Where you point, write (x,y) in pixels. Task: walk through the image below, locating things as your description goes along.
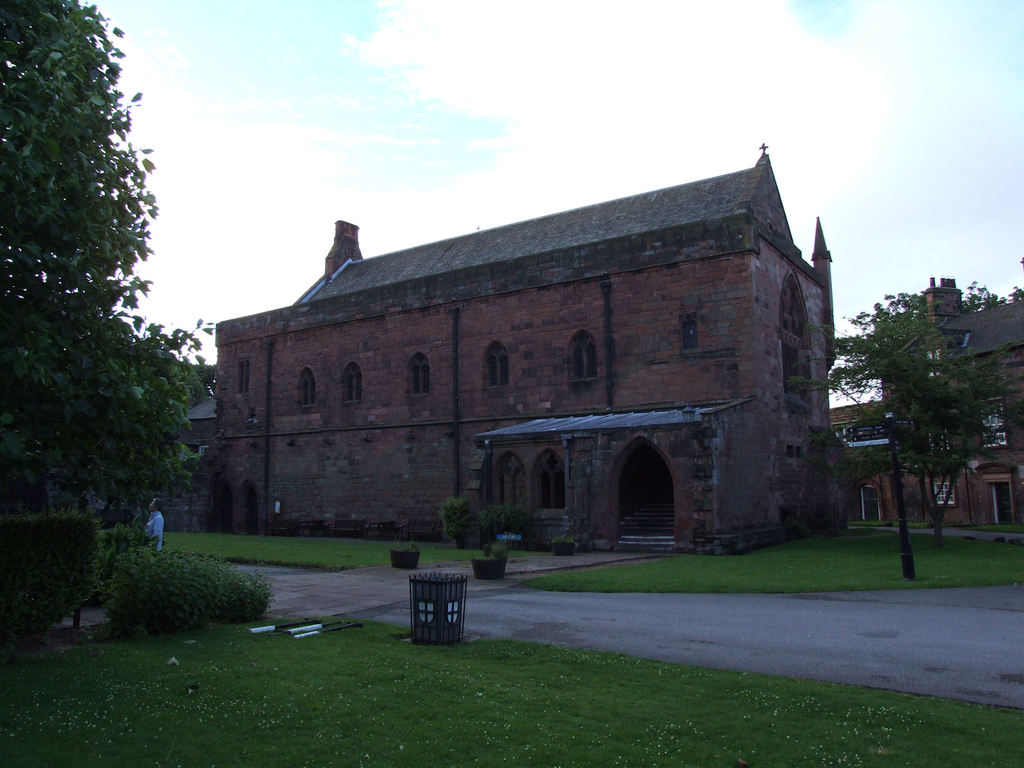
In the background (191,50) we can see the sky (463,47). In this picture we can see buildings (969,498), windows (804,379), pots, plants (189,600), trees (988,385), grass (554,758), objects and road (528,601). On the left side of the picture (160,542) we can see a person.
